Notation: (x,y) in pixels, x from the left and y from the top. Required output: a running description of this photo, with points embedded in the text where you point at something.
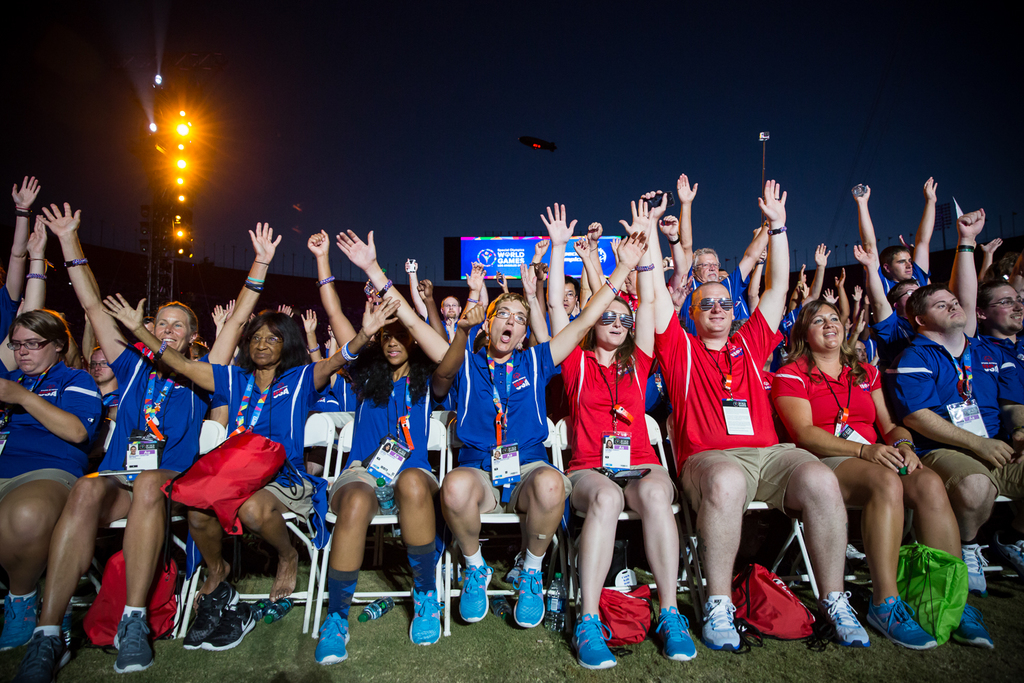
In this picture I can see few people (374,413) are sitting on the chairs (437,422), behind there is a board (450,249) and some lights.
